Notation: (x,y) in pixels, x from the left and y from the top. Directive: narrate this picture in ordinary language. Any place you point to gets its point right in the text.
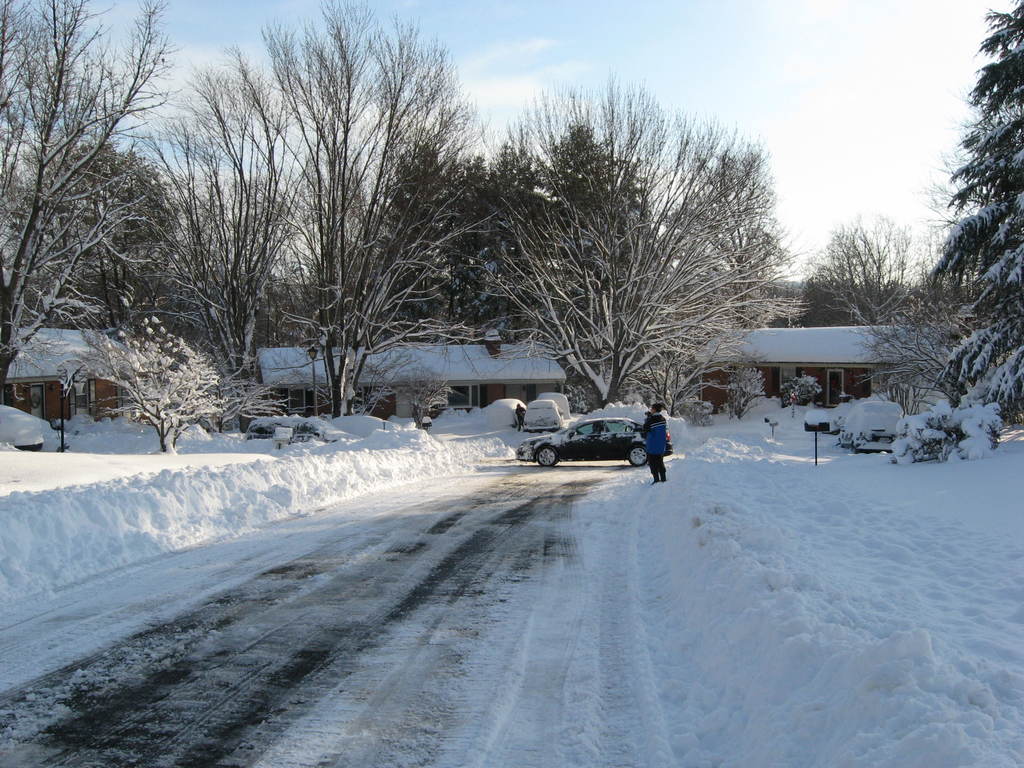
In this image I can see the snow (696,644). I can see the vehicles (638,439). I can see a person (656,442) standing. In the background (673,319), I can see the trees (674,241) and clouds (497,80) in the sky (671,70).
